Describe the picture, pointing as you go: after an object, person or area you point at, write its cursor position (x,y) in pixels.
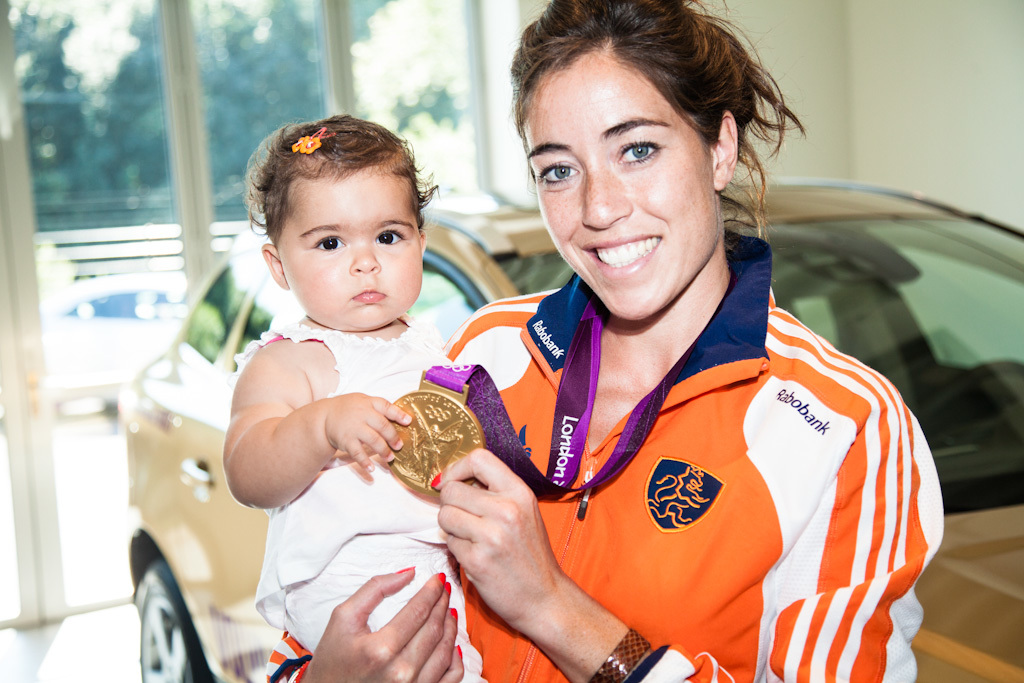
There is a woman (749,610) standing and smiling and holding a baby (305,369) and medal (446,423), behind her we can see car (897,226). In the background (125,160) we can see glass (439,7) and wall (900,54), through this glass (124,278) we can see car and trees (219,22).
